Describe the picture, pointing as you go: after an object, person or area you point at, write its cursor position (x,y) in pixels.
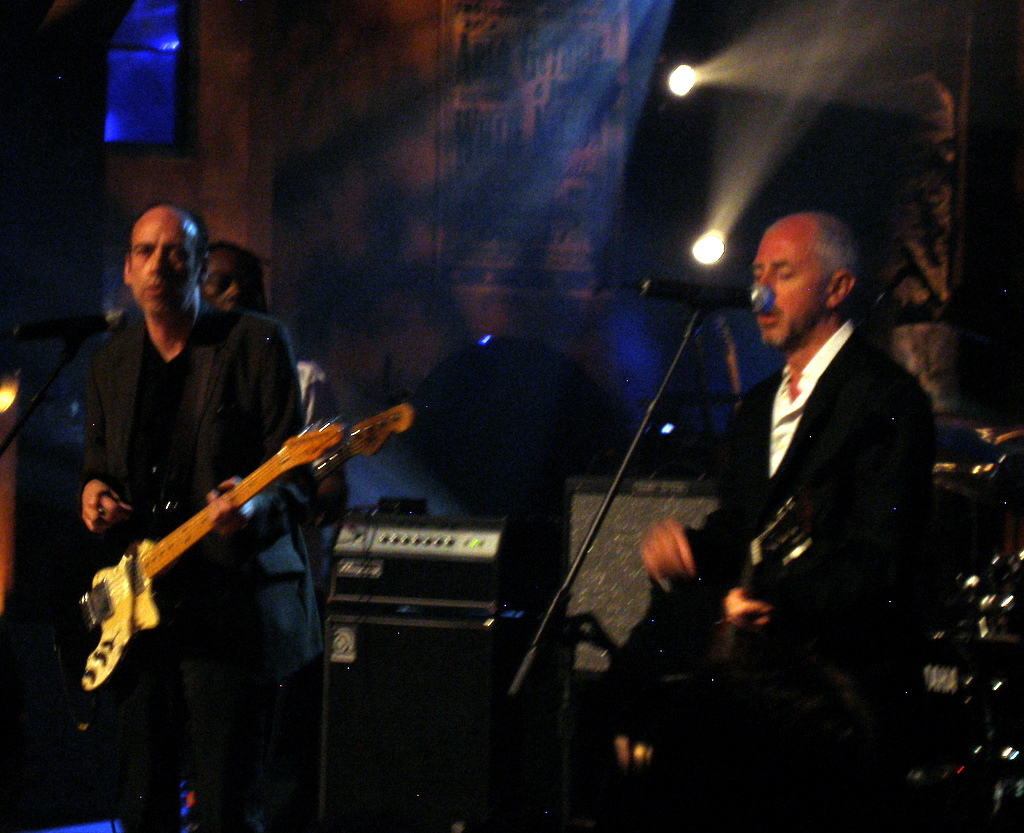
This picture is of inside. On the right (904,380) there is a man (913,406) wearing black color suit (864,394), standing, playing a musical instrument (772,563) and singing. On the left (176,282) there is another man (180,382) standing and playing a guitar (135,558). There is a microphone (743,298) attached to the stand (598,510) and there are some musical instruments (464,572). In the background (630,5) there is a curtain (426,79) and the focusing lights (678,79) and a person (315,369).
